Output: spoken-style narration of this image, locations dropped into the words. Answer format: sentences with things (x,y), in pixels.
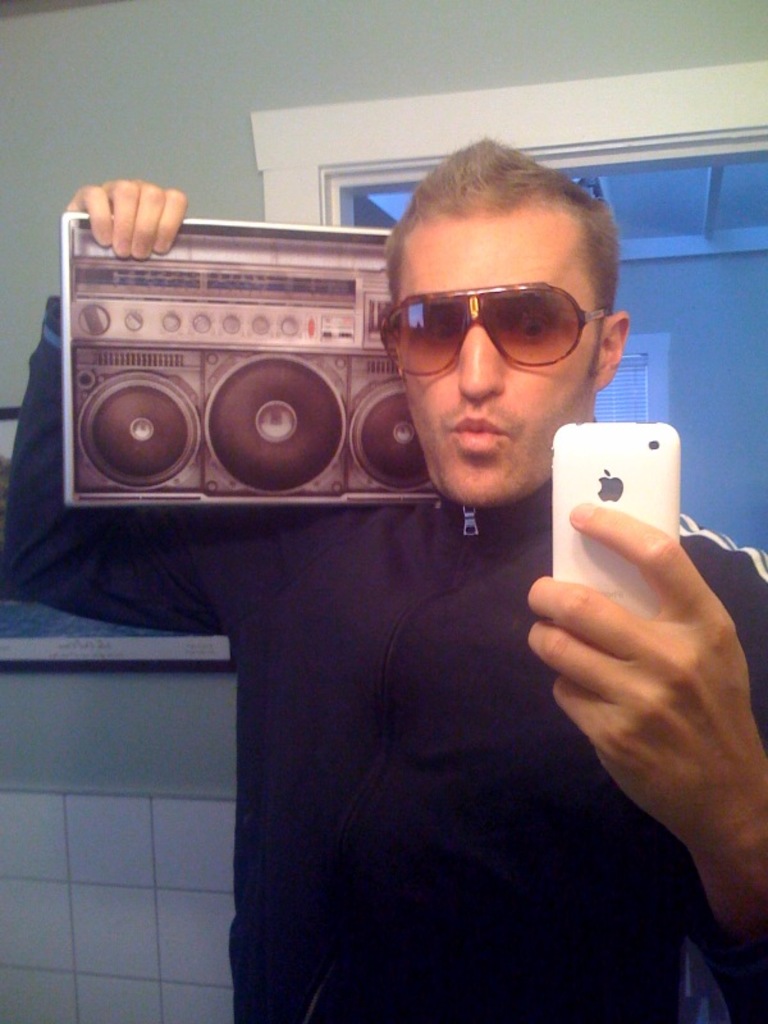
A man (407,548) is taking a picture of himself by reflecting it on a mirror (495,601). There is mobile (585,462) in one hand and music system (315,345) in other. He wears a goggles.
